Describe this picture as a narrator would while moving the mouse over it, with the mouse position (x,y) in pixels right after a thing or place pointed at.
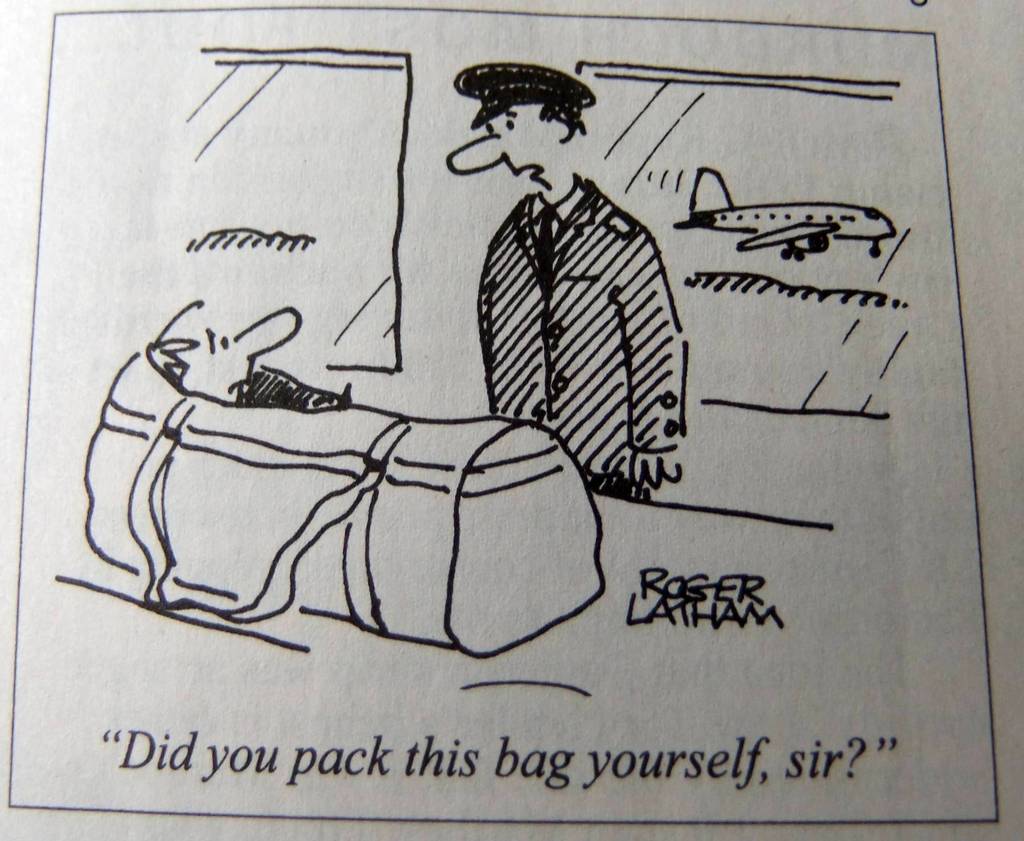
In this image we can see a sketch (220,437). In the sketch (262,102) there are the images of man (522,414), bag (344,457), another man (268,340) and an aeroplane (764,243).
